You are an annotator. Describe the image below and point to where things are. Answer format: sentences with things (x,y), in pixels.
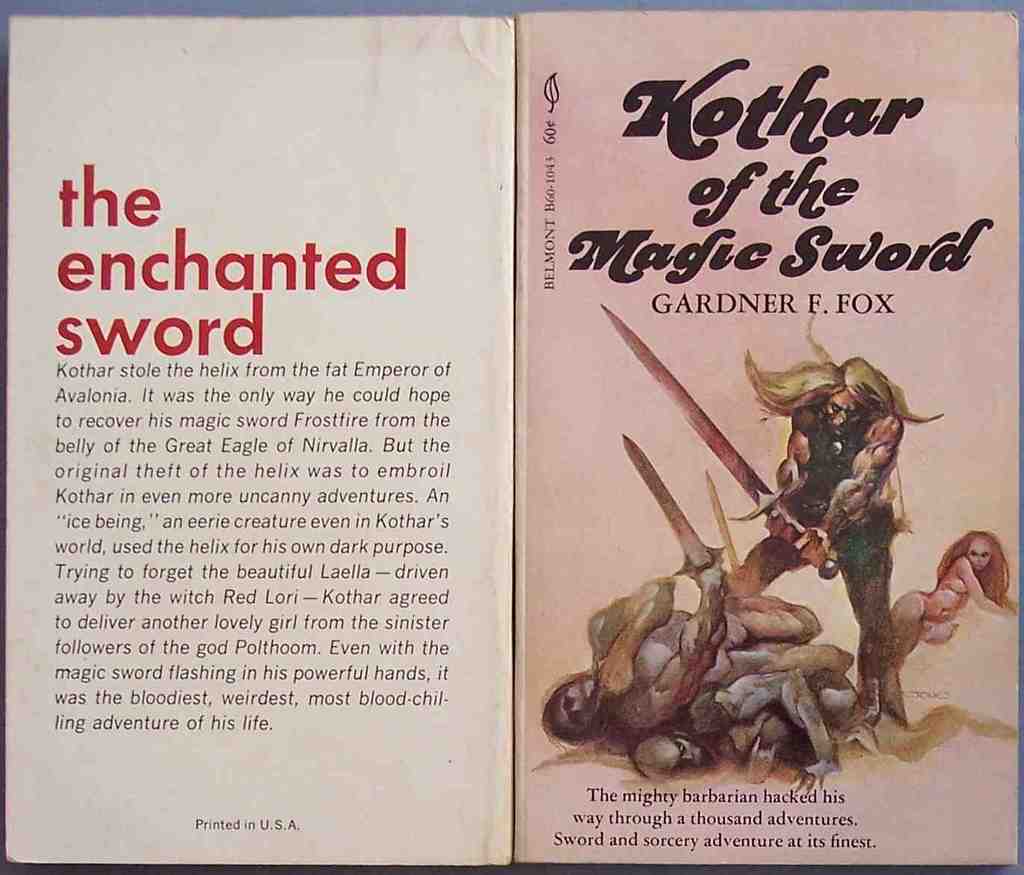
In the image in the center (577,408), we can see one poster (456,410). On the poster (225,489), we can see few people (793,505) holding a sword (718,505). And we can see, something written on it.
